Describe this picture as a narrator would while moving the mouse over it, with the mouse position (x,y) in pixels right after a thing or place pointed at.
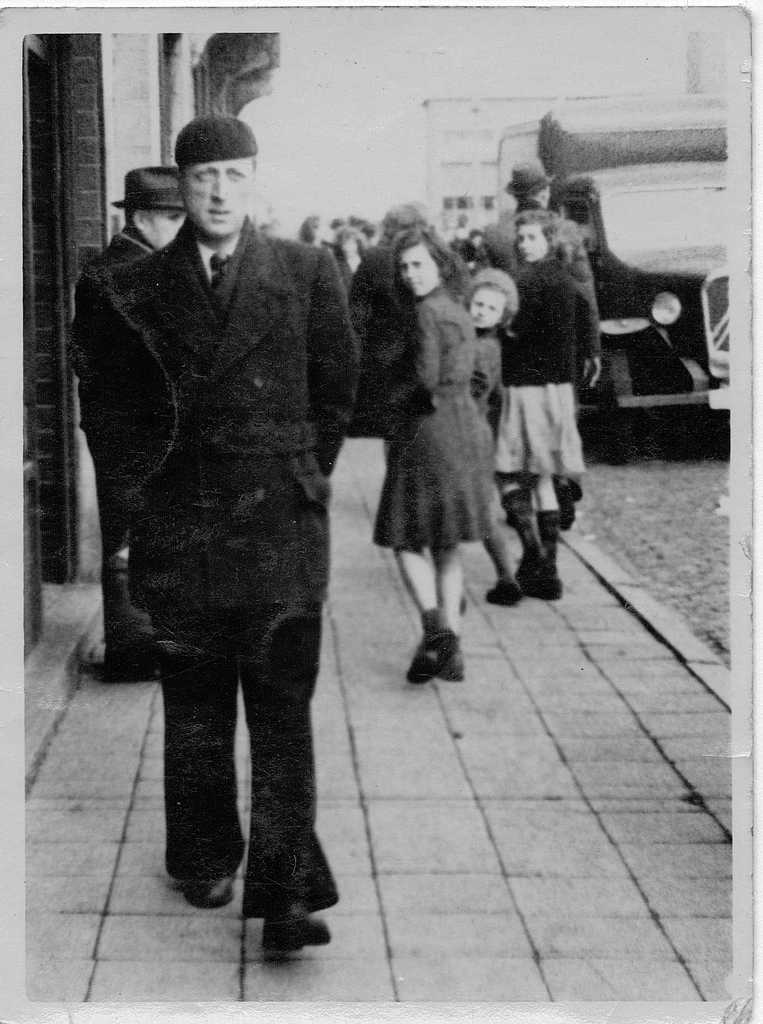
Black and white picture. Here we can see people (168,348) and vehicle (664,270). Few people (184,141) wore hats (244,145). Far there is a building (477,172).
